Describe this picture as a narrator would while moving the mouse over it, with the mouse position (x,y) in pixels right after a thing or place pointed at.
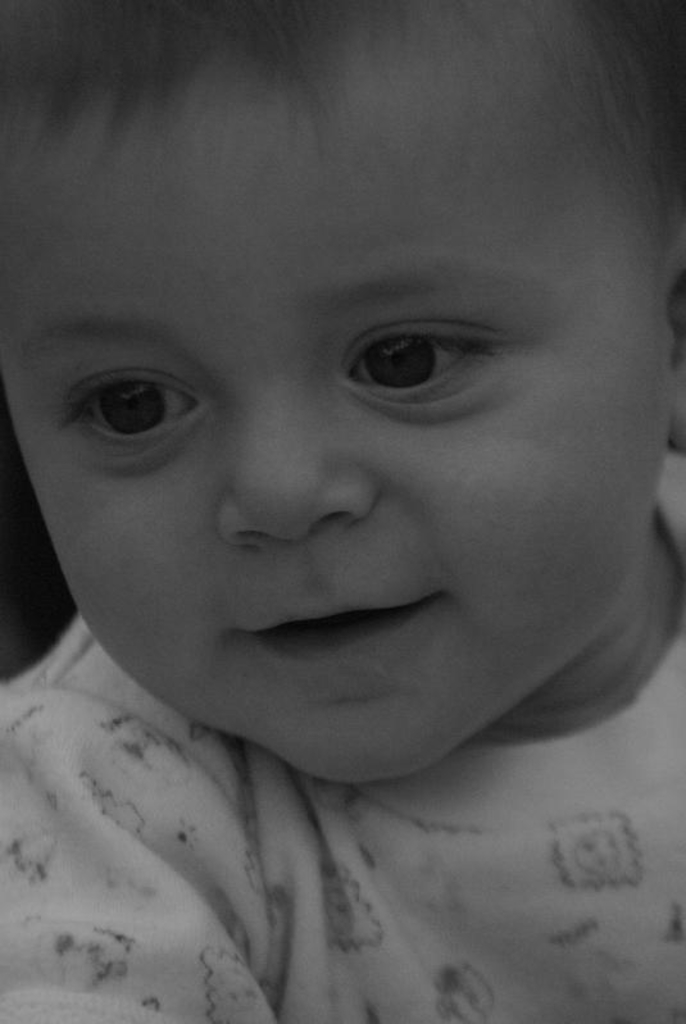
In this picture there is a small baby (302,279) in the center of the image (388,576).
